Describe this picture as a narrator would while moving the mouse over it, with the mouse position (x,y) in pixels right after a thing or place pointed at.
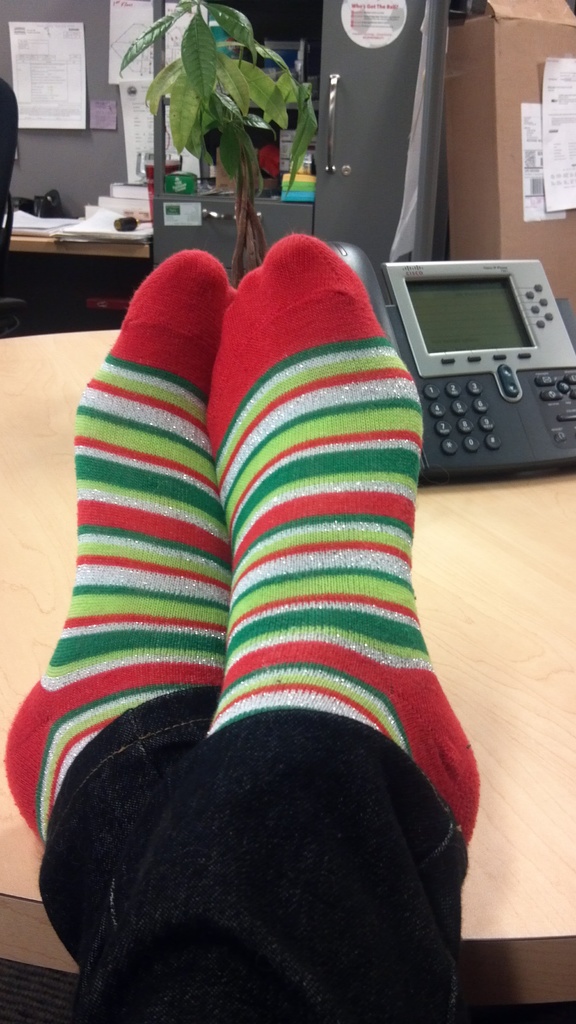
In this image, I can see the legs (150,833) of a person (316,917) with socks (242,558) and a telephone (446,358) on the table (492,641). In the background (52,95), there is a plant (223,140), posters (63,114) to the wall (99,143), books (121,194) on the table (35,239), cupboard (372,170) with few objects (309,184) and a cardboard box (498,156).
